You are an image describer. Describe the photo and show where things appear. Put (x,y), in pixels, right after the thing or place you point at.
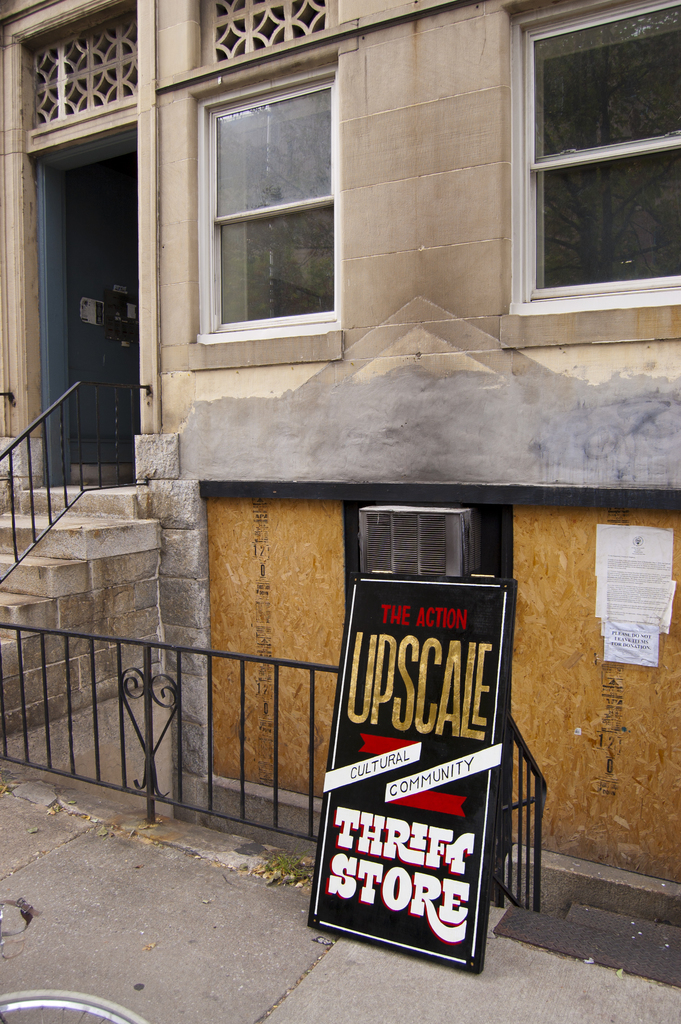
In the middle (452,624) there is a board (416,786) in black color, this is the house (442,353), on the left side (120,551) there is the staircase (128,604).
